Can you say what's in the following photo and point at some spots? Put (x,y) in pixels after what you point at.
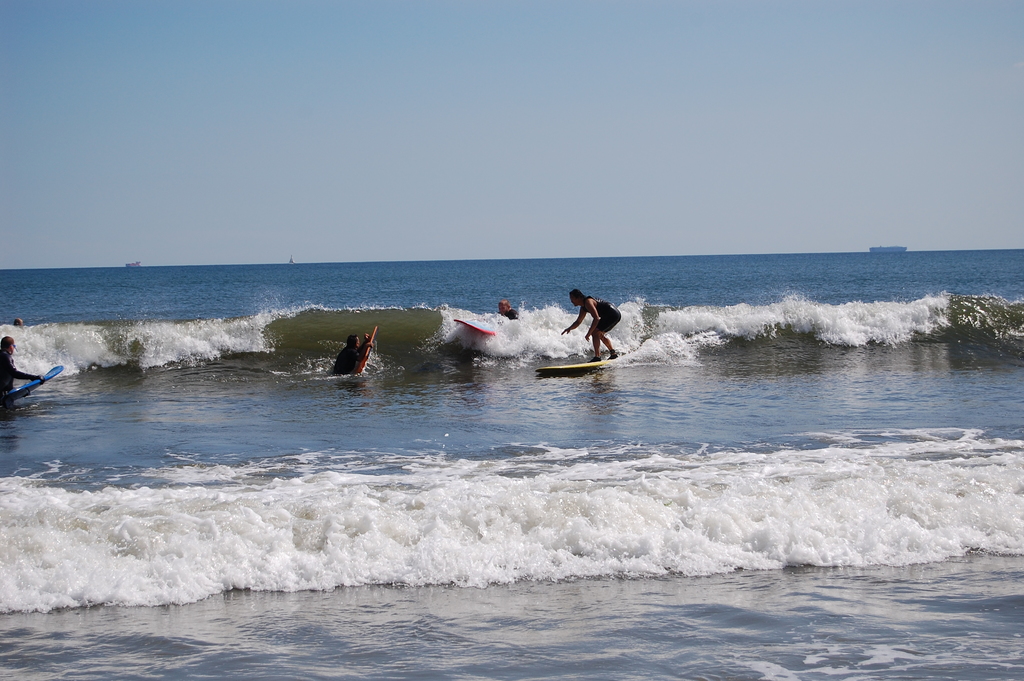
In this picture there are some people (4,354) surfing and there are some tides (391,469) in the ocean (664,441) and the sky (232,142) is clear.
